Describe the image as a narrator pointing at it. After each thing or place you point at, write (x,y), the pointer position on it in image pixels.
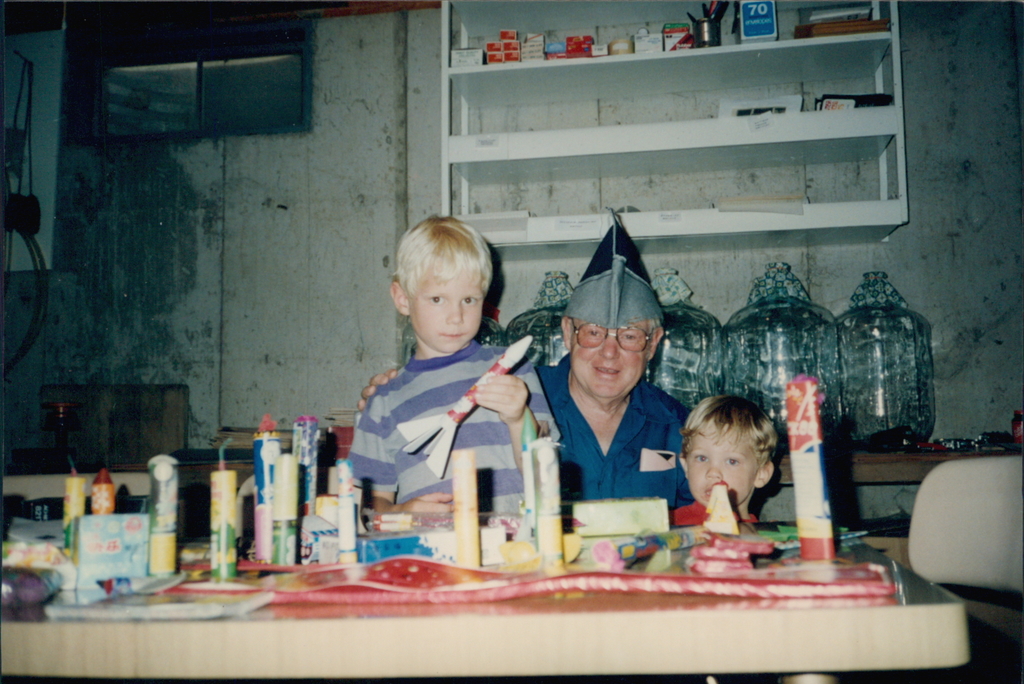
In the image we can see there are people (568,390) who are standing and on the table (581,541) there are crackers (515,541) kept on it.
